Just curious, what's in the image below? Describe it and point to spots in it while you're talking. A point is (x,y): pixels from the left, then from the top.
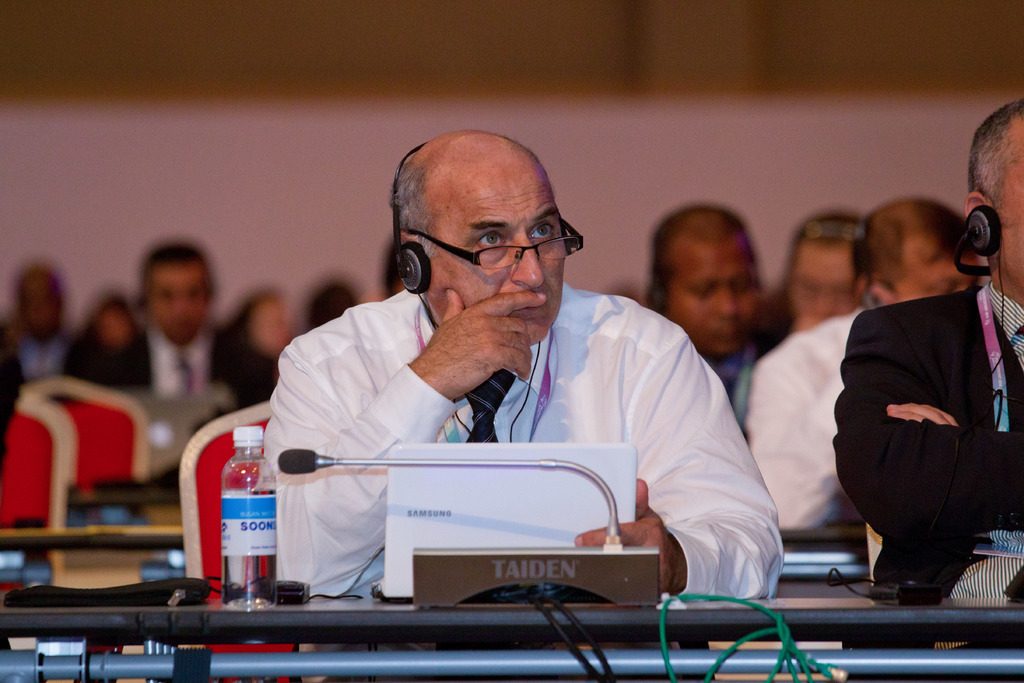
In this image we can see people (564,378) sitting on the chairs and tables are placed in front of them. On the tables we can see laptops (552,506), mics (588,571), disposable bottles (236,570) and cables (551,617).
